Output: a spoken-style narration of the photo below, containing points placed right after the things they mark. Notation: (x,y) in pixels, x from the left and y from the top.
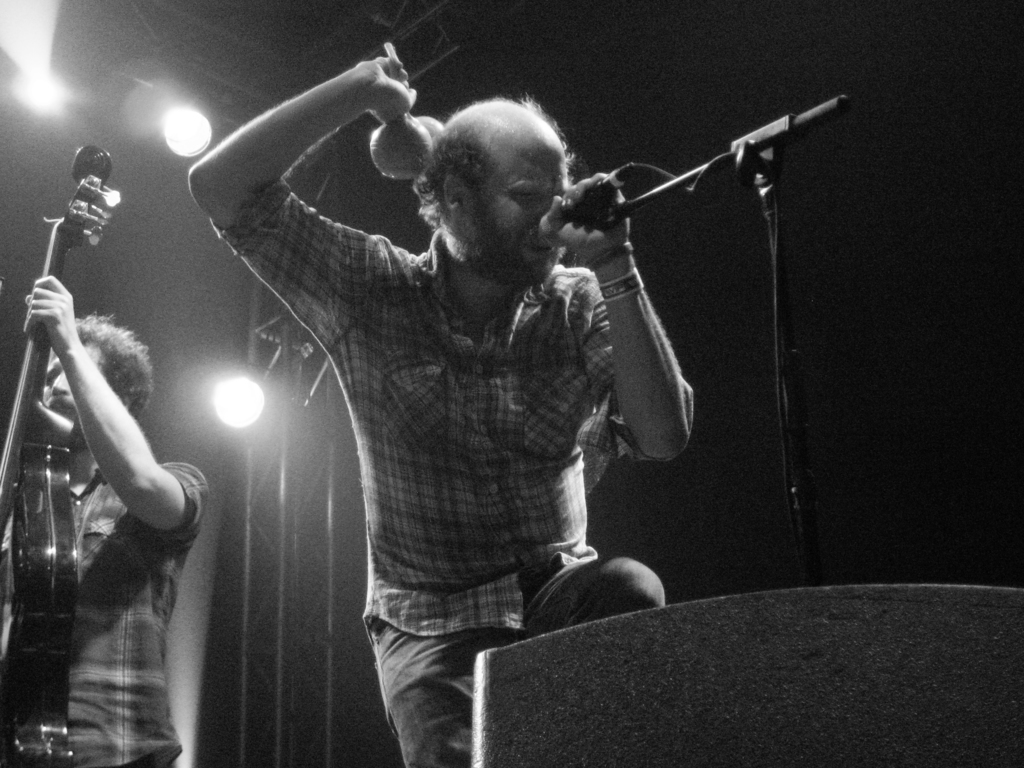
In this image there are two men (418,529) in which one of the man (85,507) is playing the guitar (36,500) while the other is singing with a mic (582,212). At the top (165,138) there are two lights (174,126).
